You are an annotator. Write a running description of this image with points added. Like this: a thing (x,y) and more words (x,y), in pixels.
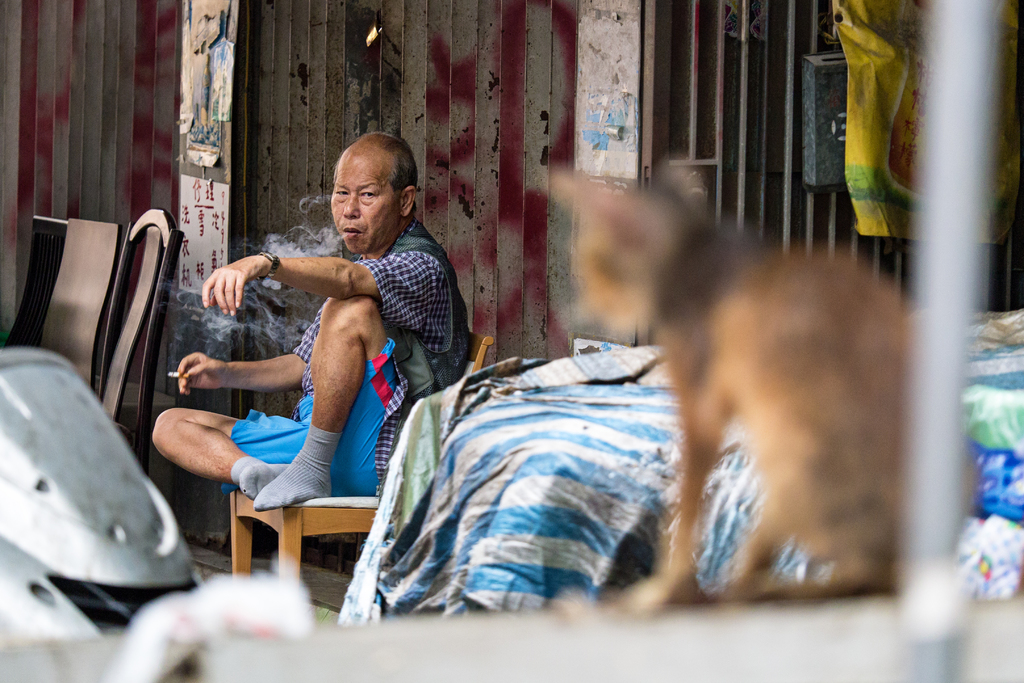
In this image we can see a man (315,390) sitting on a chair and smoking cigarette (176,374), there are three chairs (101,319) beside the man (278,441), there is an animal (776,338) on the surface (646,624) looks like a wall (828,669), in the background (295,122) there is a wall (263,106) with poster (202,117) and a grille (745,78) with box (825,97) beside the wall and there are few objects (540,466) looks like clothes (852,111).
